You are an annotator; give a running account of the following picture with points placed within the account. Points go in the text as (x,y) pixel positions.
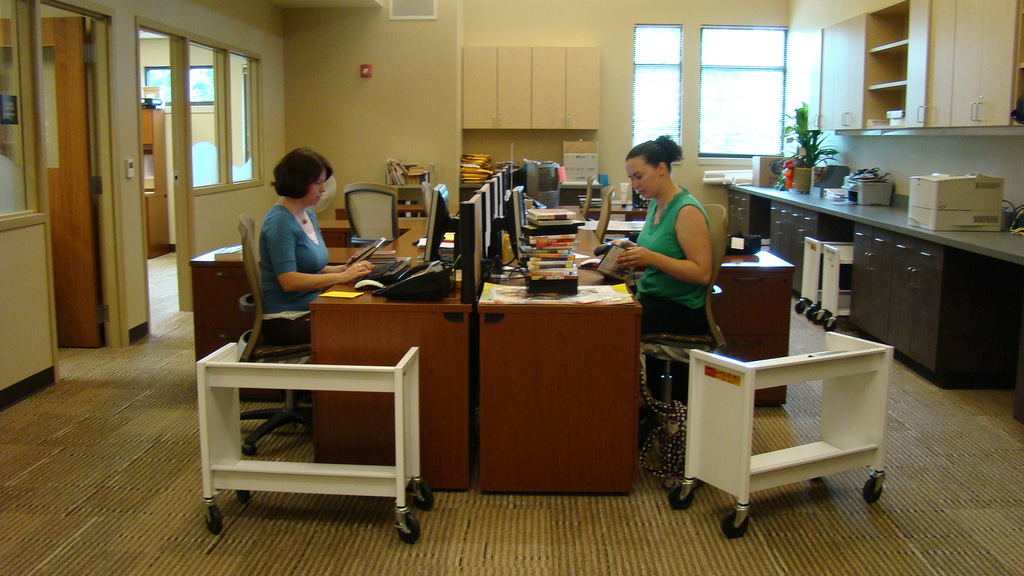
There are two women (276,226) sitting on chair (244,240) on opposite direction of each other.
